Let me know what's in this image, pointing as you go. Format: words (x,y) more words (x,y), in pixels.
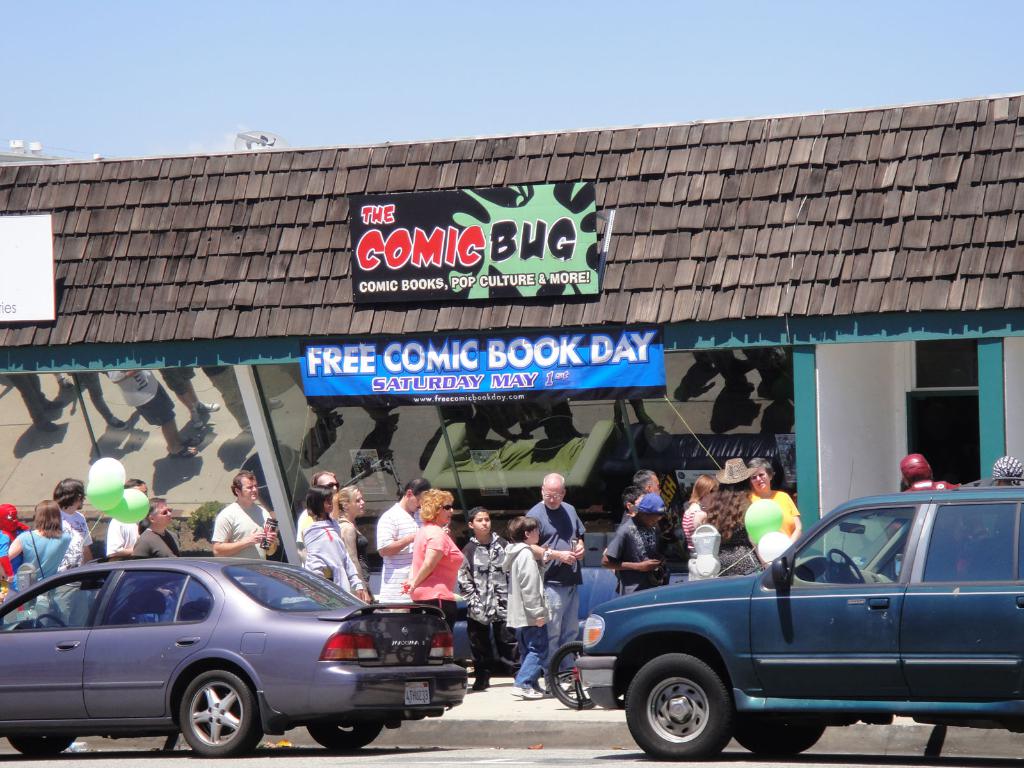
There are groups of people (246,525) standing. I can see two cars (749,668) on the road (510,755). This looks like a building (400,456) with the glass doors (462,428) and a roof (1000,196). I think this is a banner (504,363). These are the balloons (113,511), which are green in color. I think this is a name board (352,247), which is on the roof (679,228). Here is the sky (529,96).
